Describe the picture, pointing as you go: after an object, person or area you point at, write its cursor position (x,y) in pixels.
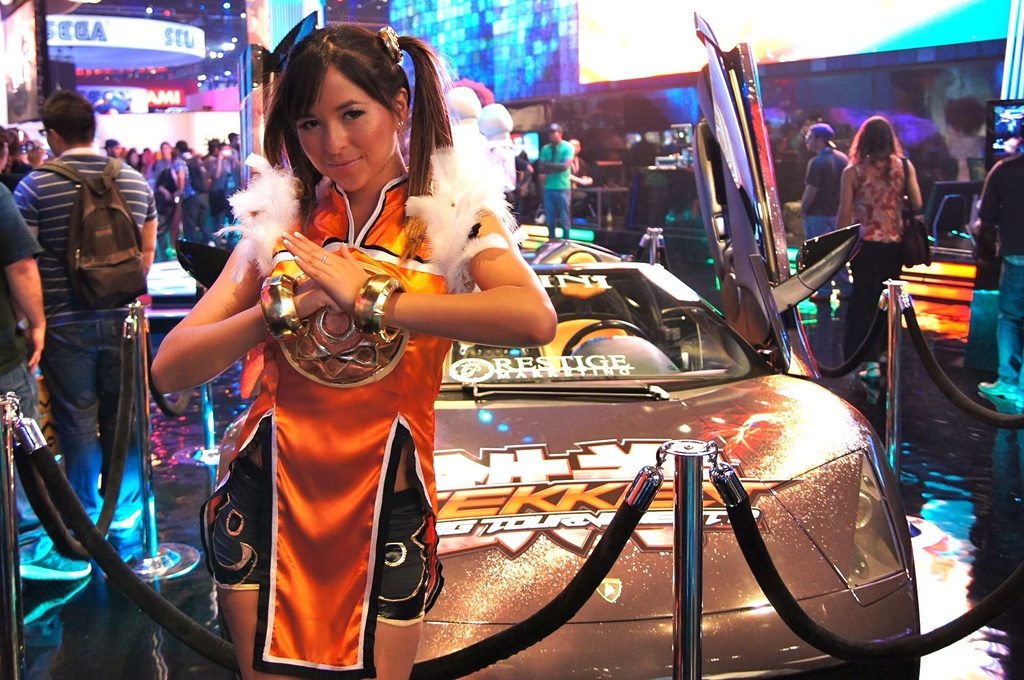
In the image there is a woman (274,230) in orange dress (331,205) standing in front of a car (546,517) and there are many people (144,229) walking on either side and in the background (200,190).
